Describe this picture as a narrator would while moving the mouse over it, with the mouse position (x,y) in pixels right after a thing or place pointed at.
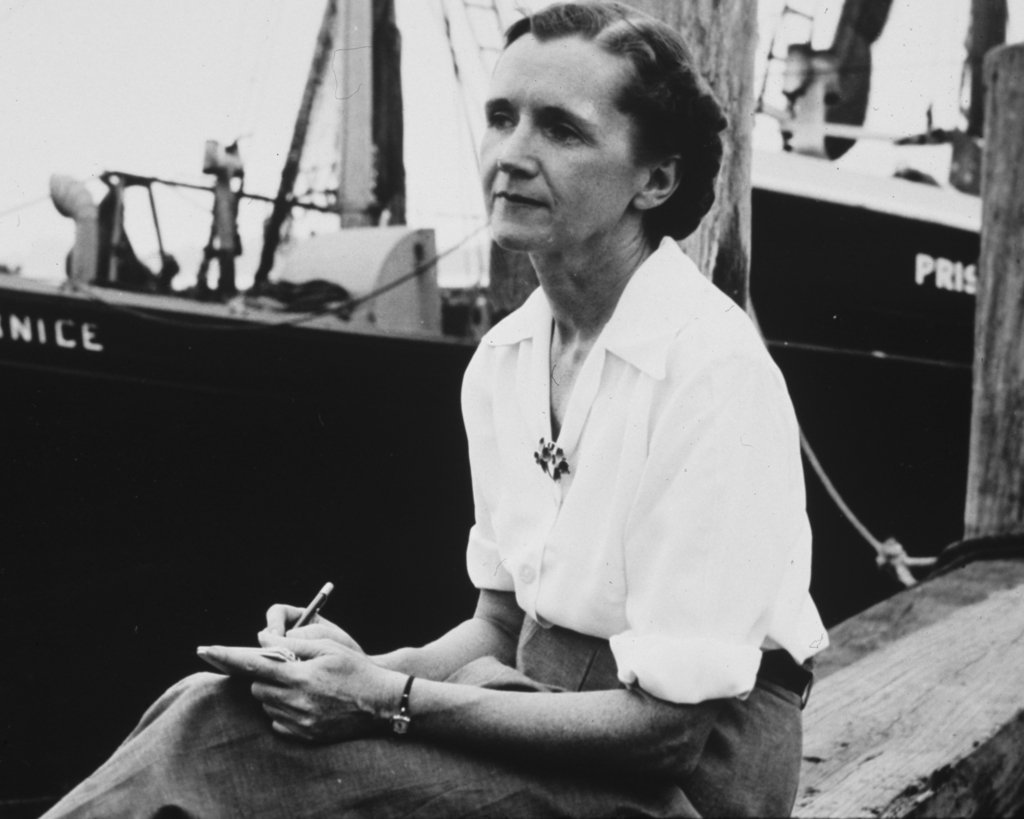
This is a black and white image. We can see a woman (549,623) is holding a pen (306,622) and an object (234,650). Behind the woman (489,474), there are wooden objects (867,726), a rope (829,489), a boat (337,451) and the sky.
